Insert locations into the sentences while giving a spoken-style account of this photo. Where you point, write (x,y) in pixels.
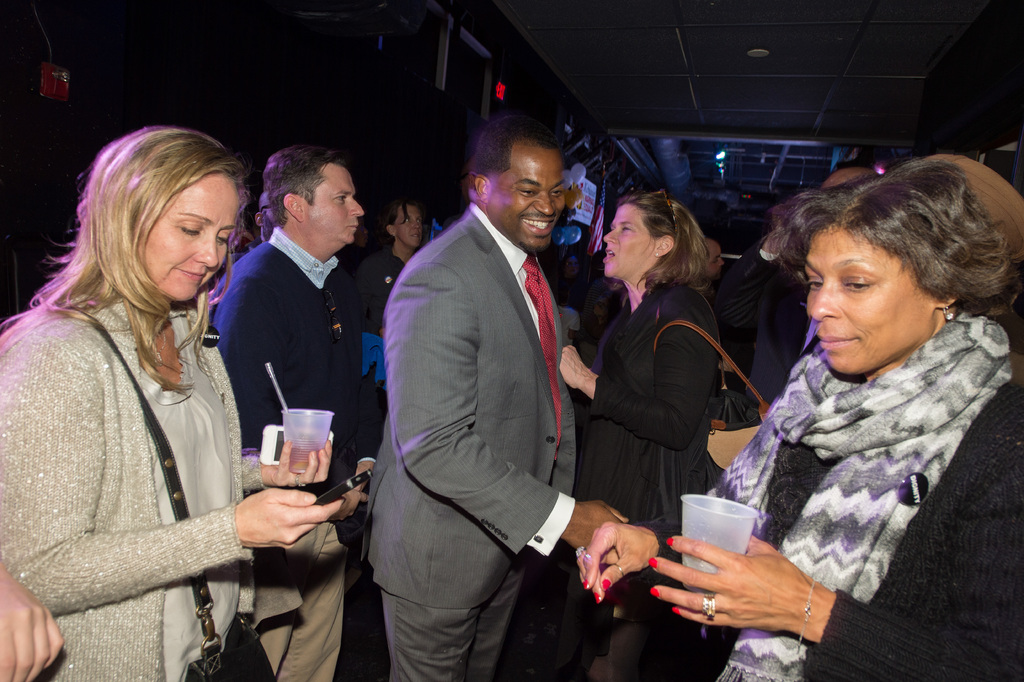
In the center of the image (460,391) we can see a man (486,507) standing and smiling. On the left (221,494) there is a lady (279,480) holding a glass (288,427) and a mobile (339,492). On the right (731,570) we can see another lady (787,460). In the background (364,368) there are people (623,315). At the top (720,170) there are lights (721,154).
